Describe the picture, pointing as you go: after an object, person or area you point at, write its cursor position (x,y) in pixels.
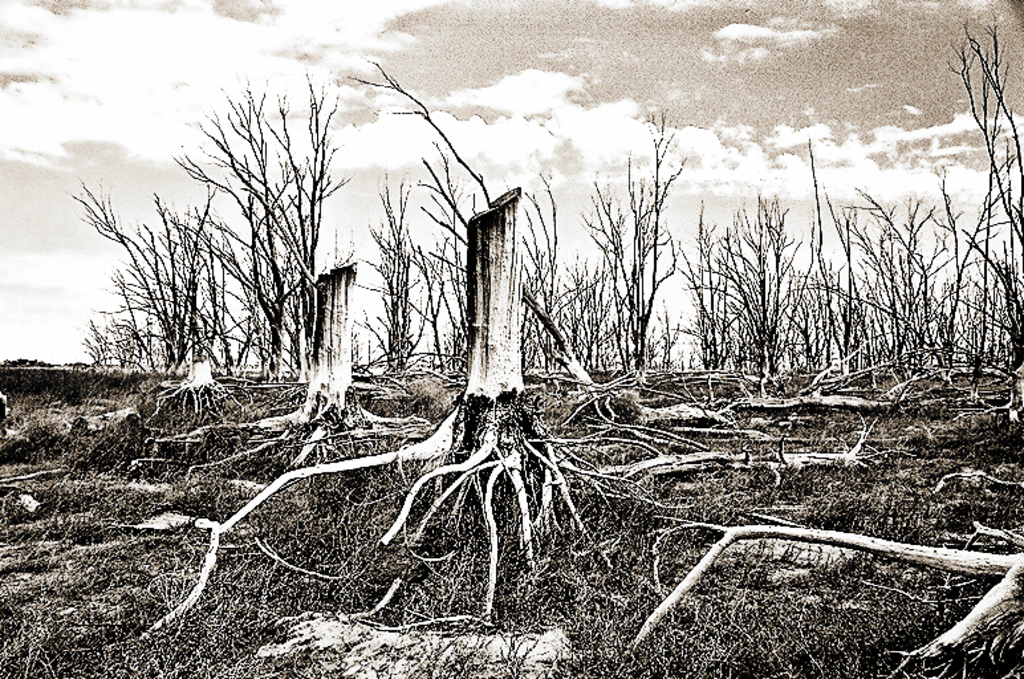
This is a black and white image and it is edited. In this image I can see many trees (340,354) along with the roots (492,520). At the top (695,37), I can see the sky (411,37).
